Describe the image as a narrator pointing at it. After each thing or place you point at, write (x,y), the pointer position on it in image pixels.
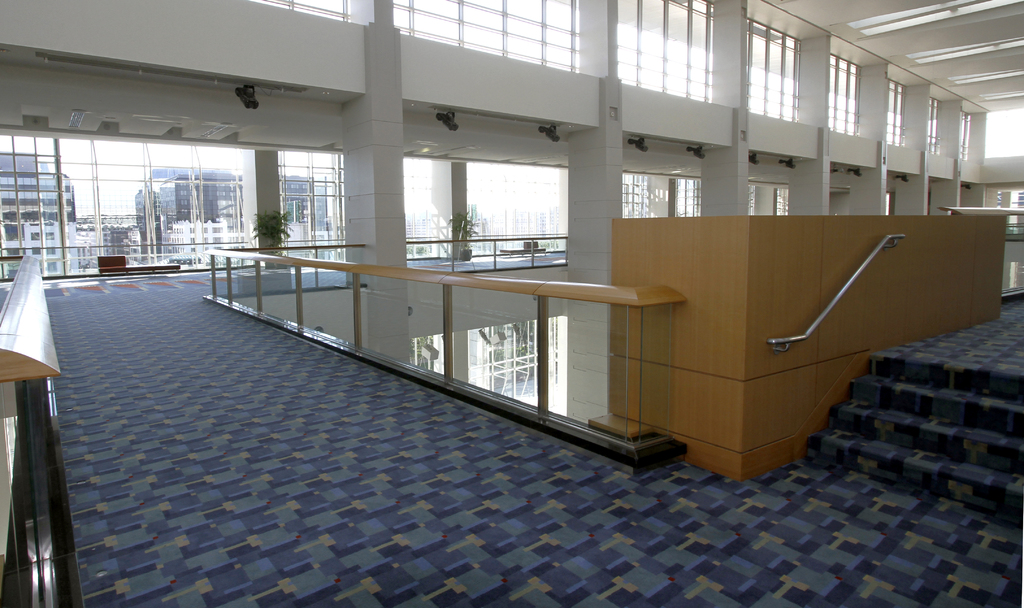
In this image I can see a balcony (944,228) of the top floor (165,288) of a building (462,356). I can see the steps (910,442) and walkway (334,427) of the balcony (83,282). I can see some potted plants (267,225), pillars (586,208) with a wood and glass railings (372,320). I can see other buildings (142,221) through the glass (198,212) in the center of the image (482,225).
